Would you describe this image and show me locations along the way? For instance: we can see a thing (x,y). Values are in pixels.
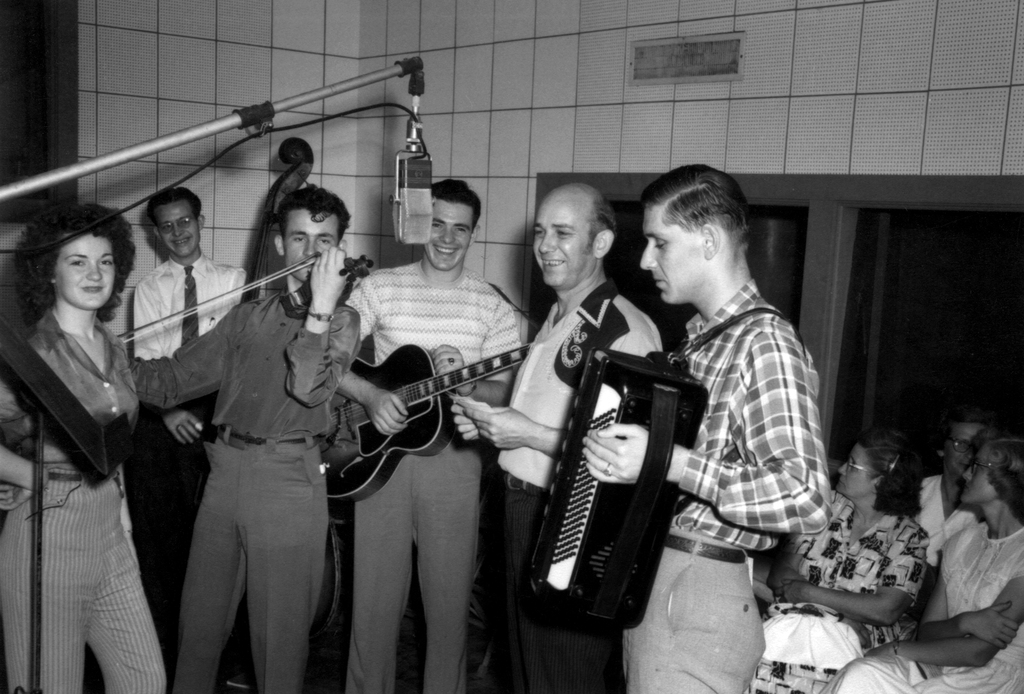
In this image there are group of people (288,481) standing and few people (946,543) are sitting. In front (335,229) there are playing a musical instruments (256,257). There is a mic (421,214) and a stand (101,161). At the background (218,56) there is a wall (227,47).
